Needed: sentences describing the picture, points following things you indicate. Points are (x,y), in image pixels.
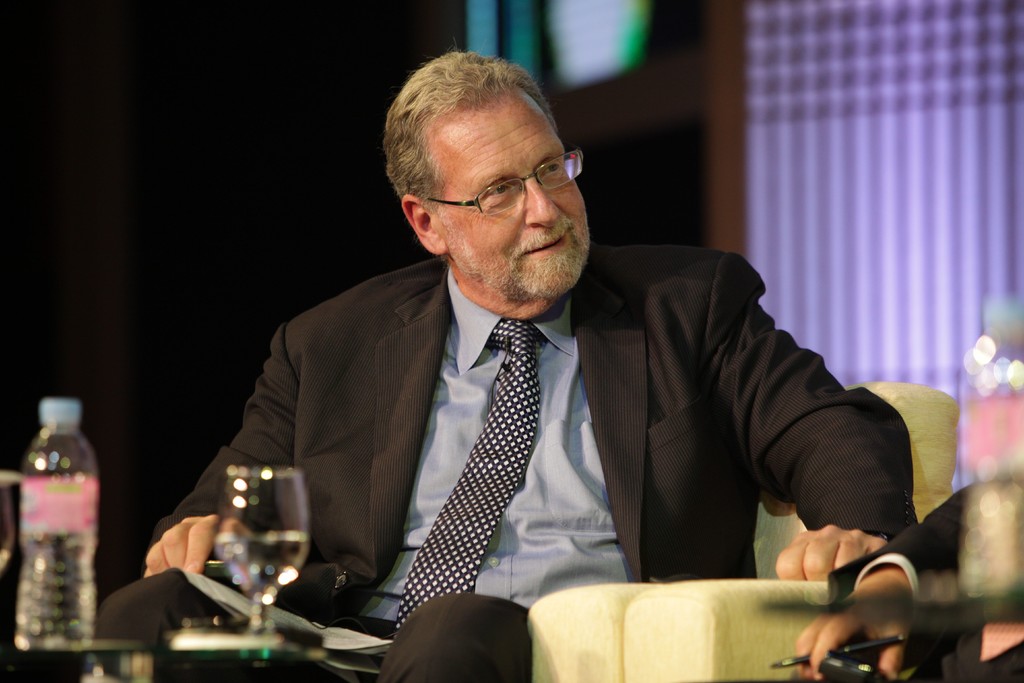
In this image there is person (664,522) sitting on the chair (689,597). There is a water bottle (46,477) and a glass (266,536).
